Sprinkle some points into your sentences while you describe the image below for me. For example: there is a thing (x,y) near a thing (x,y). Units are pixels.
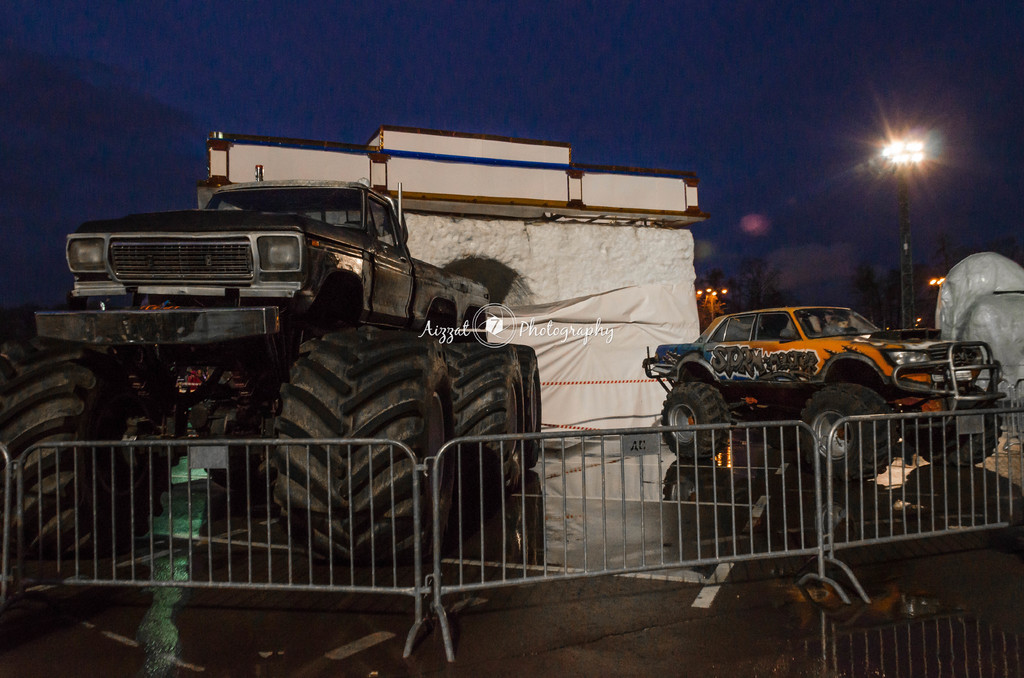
In this image, we can see vehicles (833,309), lights (907,154) and a railing (765,468) are present.
